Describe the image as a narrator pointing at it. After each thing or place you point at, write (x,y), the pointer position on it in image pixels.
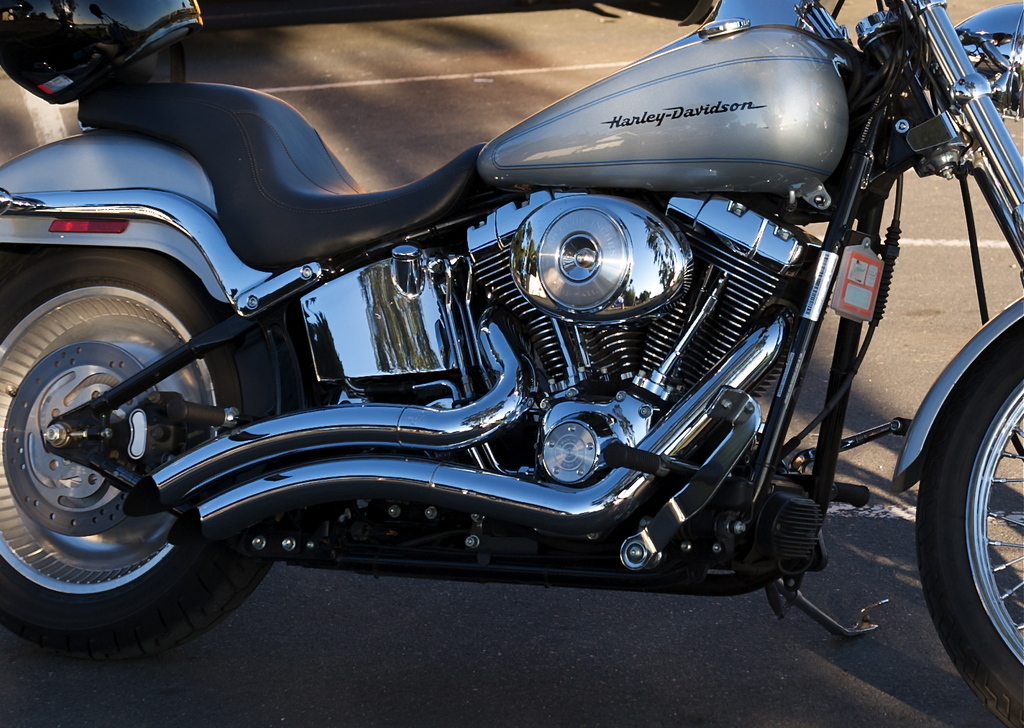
This is image there is a Harley Davidson bike (673,178) and helmet (147,42) is placed on bike (174,105).
